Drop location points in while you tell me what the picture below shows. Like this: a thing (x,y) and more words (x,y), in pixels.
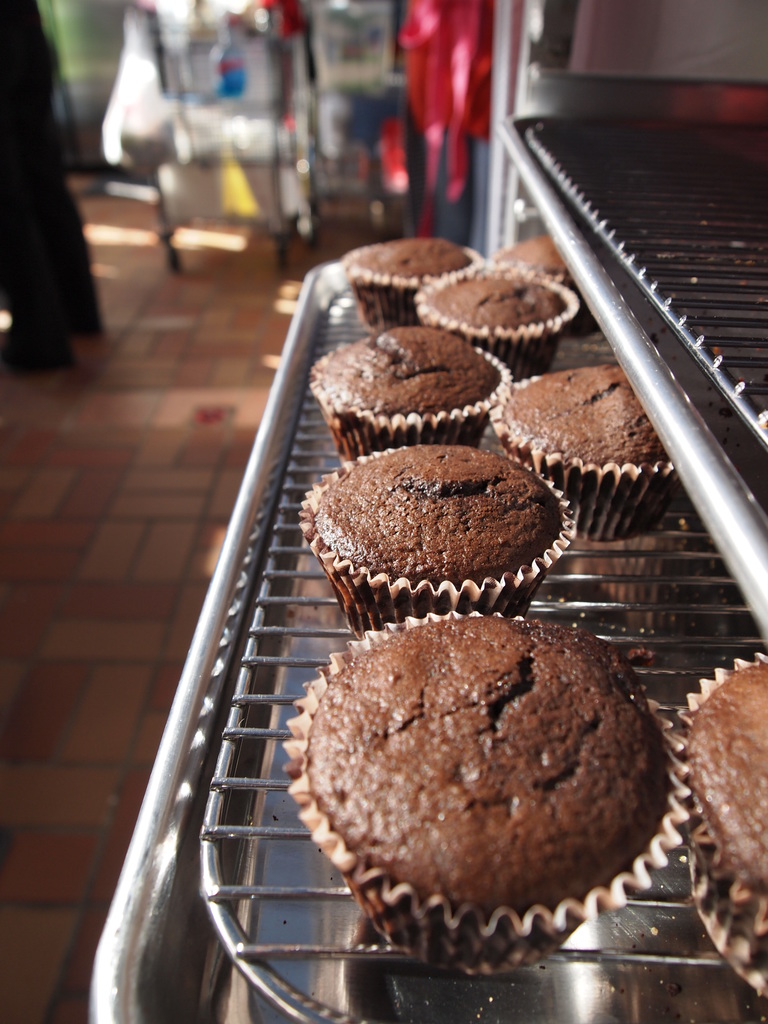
In this image there are a few cupcakes (409,688) in the rack (418,1003) and there is a person (51,285) standing. The background (40,826) is blurred.
